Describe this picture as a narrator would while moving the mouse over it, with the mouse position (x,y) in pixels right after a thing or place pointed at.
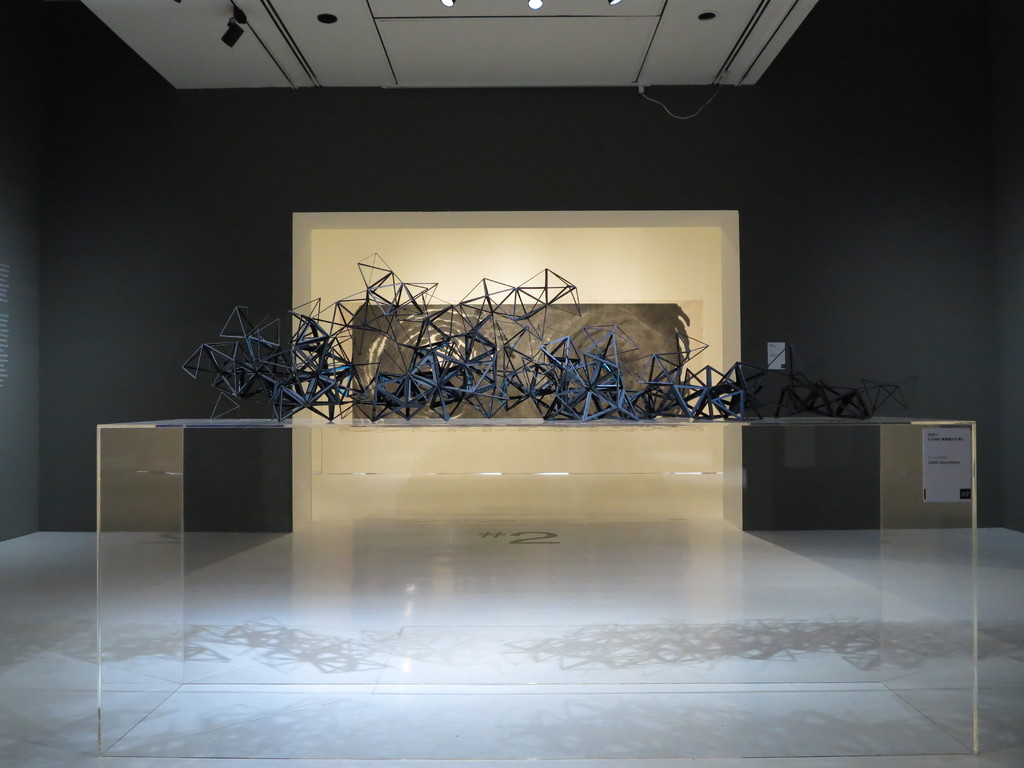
In this image there are few objects (464,352) placed on a glass table (605,466). In the background (965,267) there is a wall (450,213). At the top of the image (389,36) there is a ceiling (484,12) with lights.
